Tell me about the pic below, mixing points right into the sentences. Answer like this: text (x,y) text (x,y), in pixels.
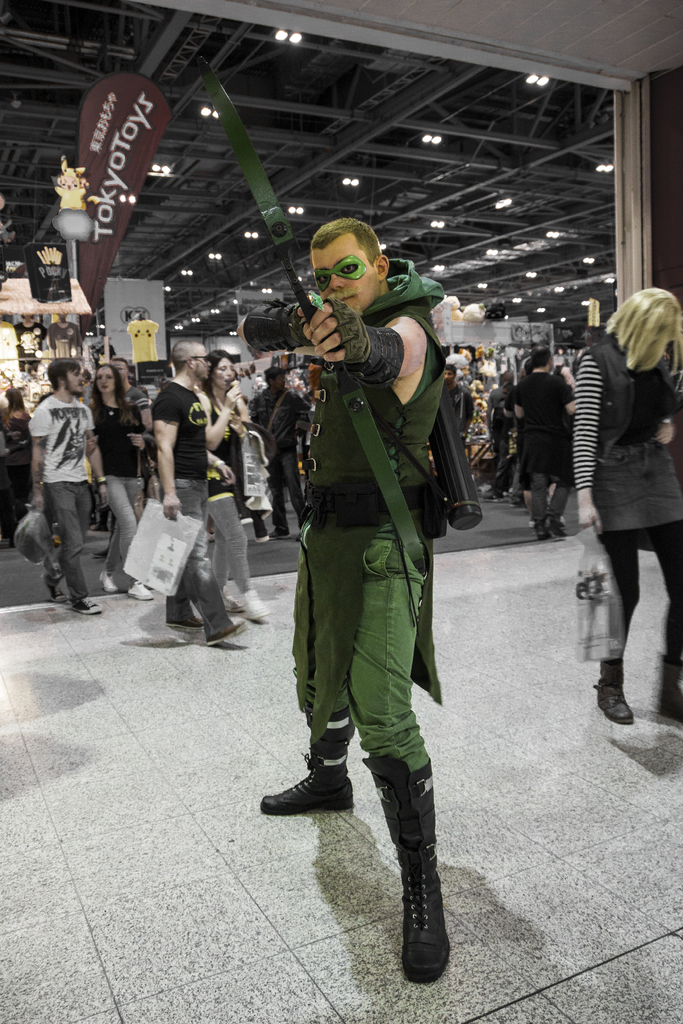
In this image there is a person (358,524) wearing costumes (358,524) and standing, in the background (649,486) there are people (625,426), at the top (378,125) there is ceiling (374,144) and lights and a banner (115,162), on that there is some text (136,116).
